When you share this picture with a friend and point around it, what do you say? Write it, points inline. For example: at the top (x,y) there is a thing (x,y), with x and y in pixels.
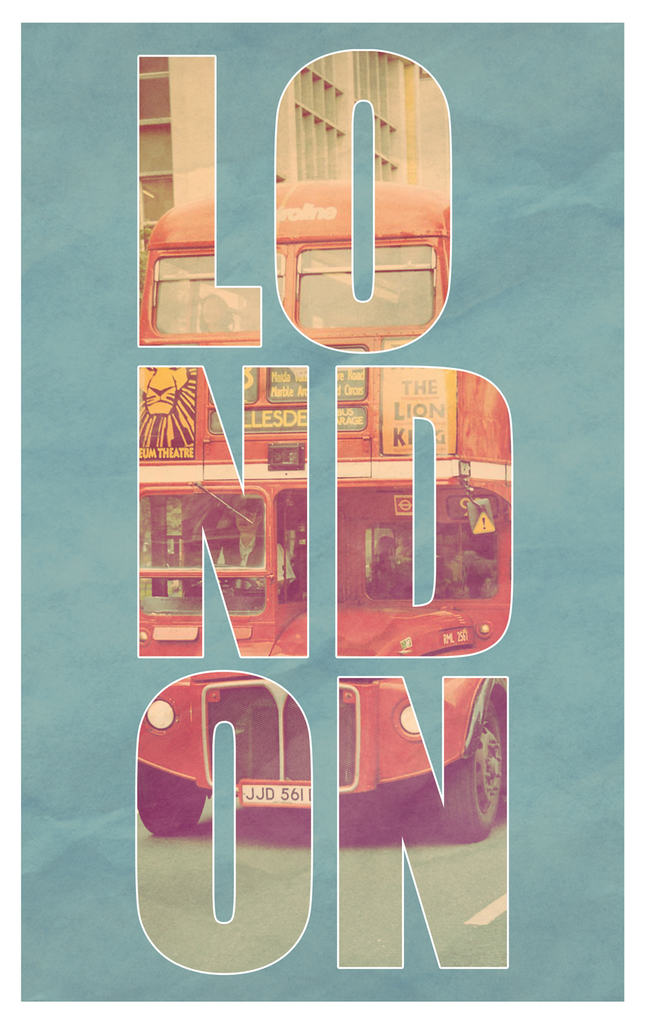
In this image we can see text (294,522) on blue surface (531,945).
